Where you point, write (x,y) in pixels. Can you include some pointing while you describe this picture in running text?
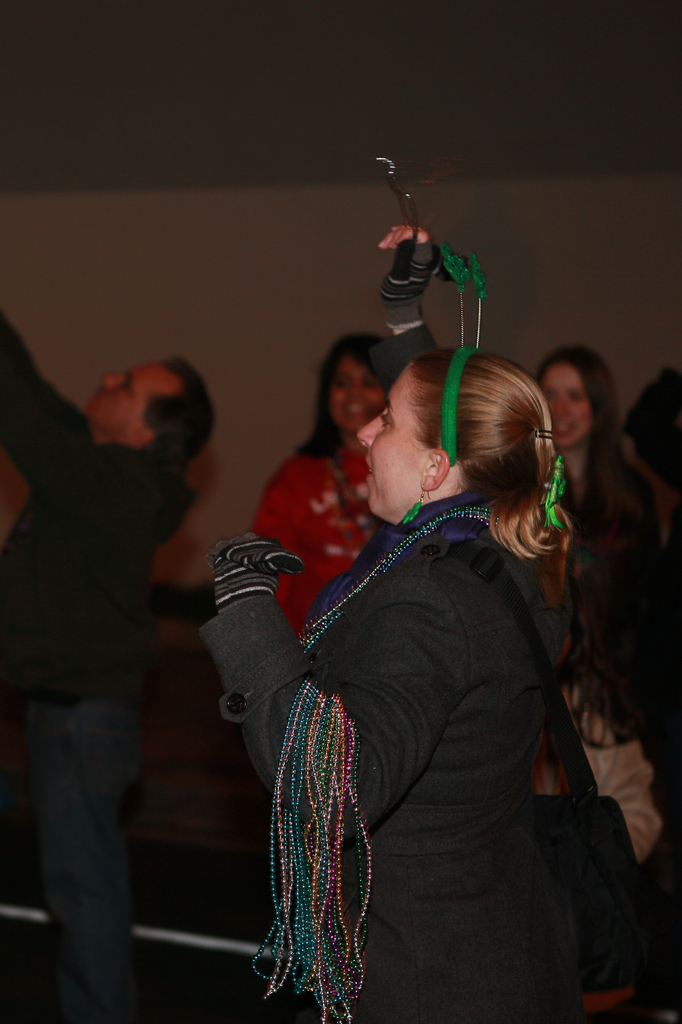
This picture shows a woman (406,804) standing and holding something in her hand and she wore a handbag (577,824).
